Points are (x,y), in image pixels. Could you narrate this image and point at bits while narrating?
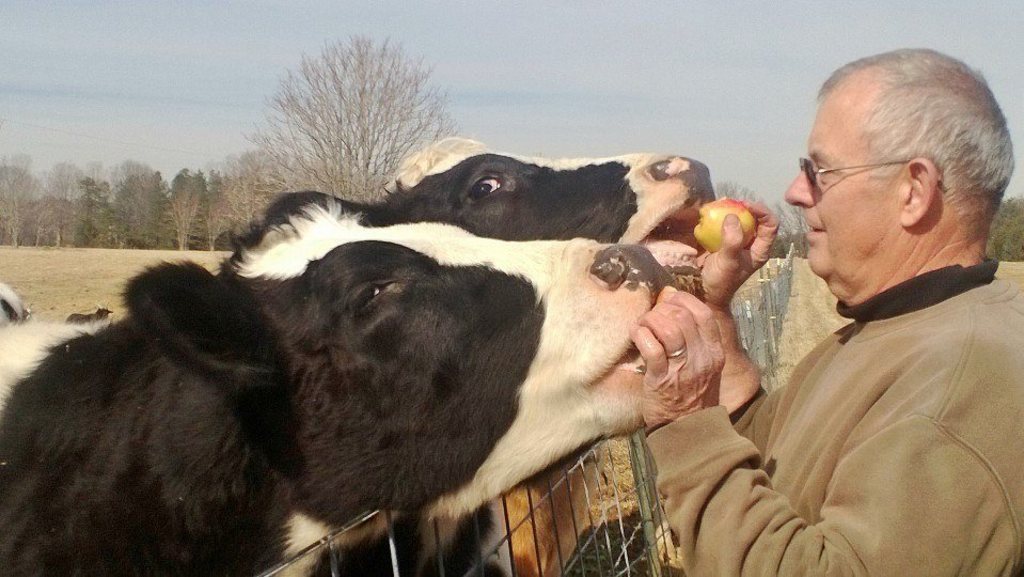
In the image we can see two cows (438,270), black and white in color. There is a man (832,341) standing, wearing clothes (943,385), spectacles (813,179) and finger ring (669,351). He is holding an apple (719,245) in hand (714,258), this is a fence (622,519), trees (128,244) and a sky (566,88).
